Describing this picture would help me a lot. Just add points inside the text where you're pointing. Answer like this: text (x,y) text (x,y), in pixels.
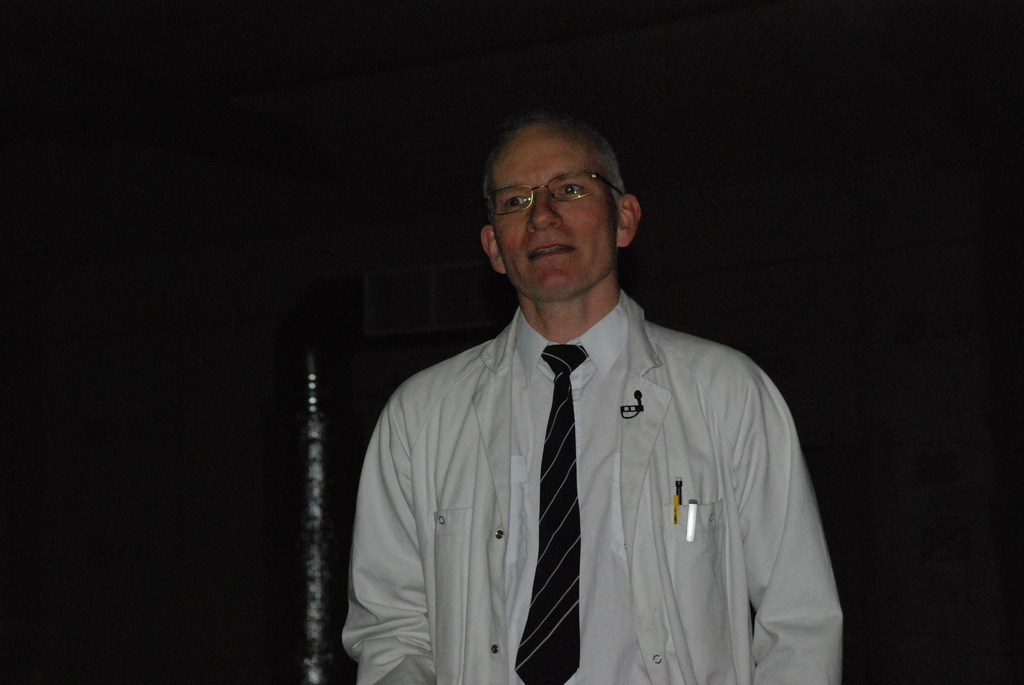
This image consists of a man (674,380) wearing a white shirt (525,545) and white jacket (769,419) along with a black tie (548,527). The background (378,26) is too dark.
